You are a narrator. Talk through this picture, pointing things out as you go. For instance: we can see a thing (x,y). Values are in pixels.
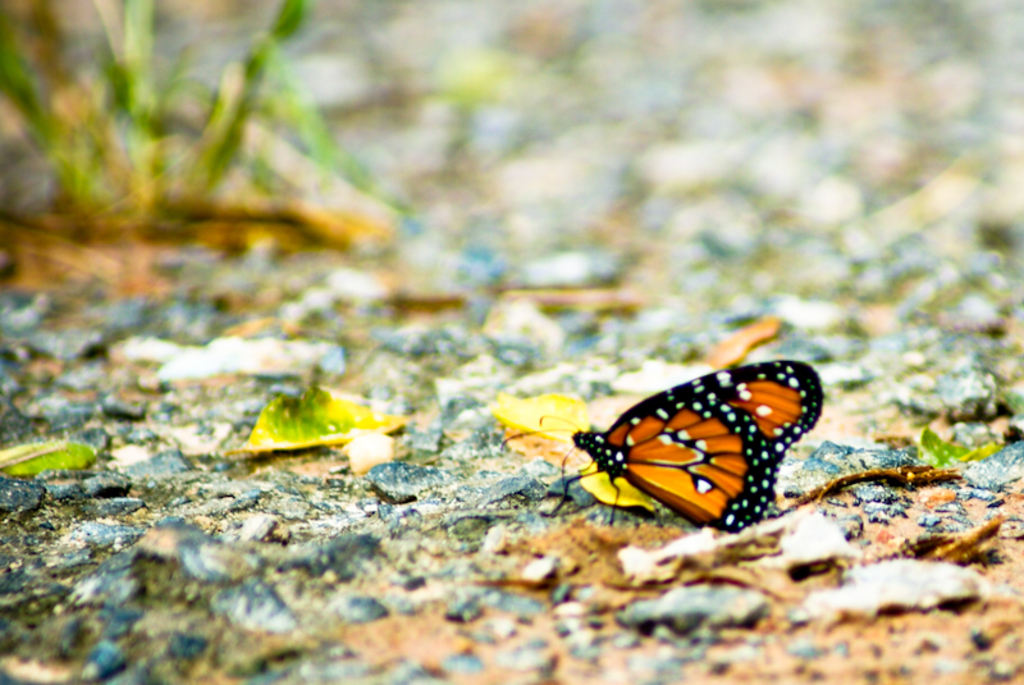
In this picture, we can see a butterfly (655,485) on the path (624,602) and there is a blurred background (302,159).
